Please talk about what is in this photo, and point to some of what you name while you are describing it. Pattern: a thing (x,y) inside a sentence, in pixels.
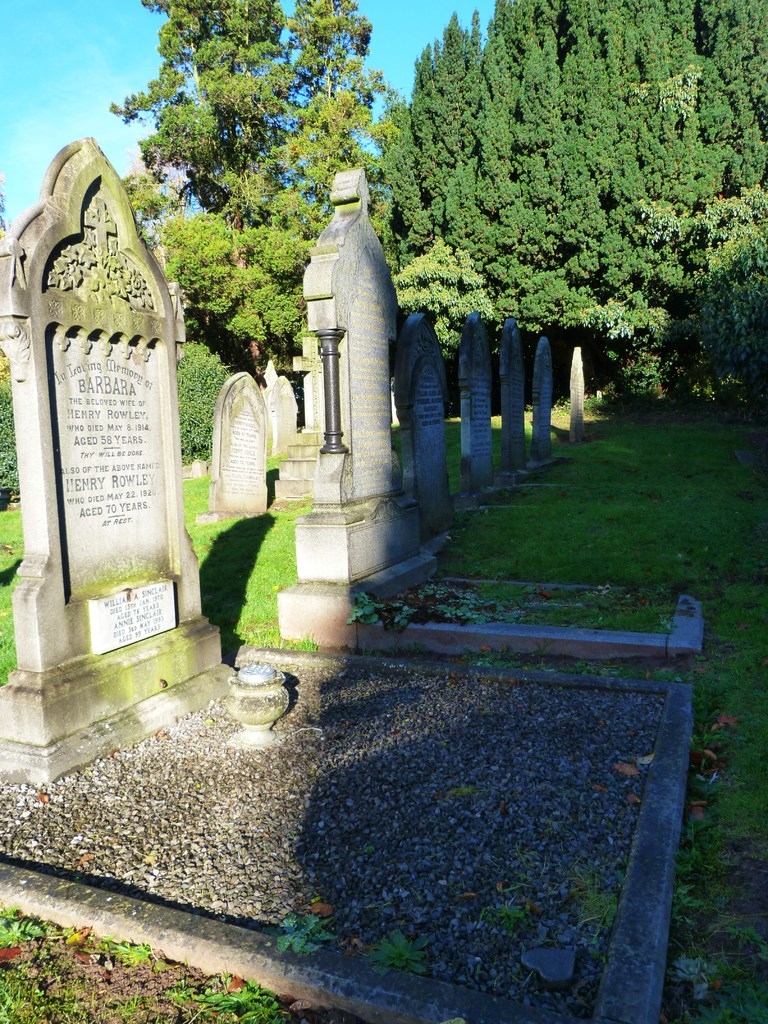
In this picture we can see memorials (487,429), at the bottom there is grass (679,516), we can see trees (596,152) in the background (650,147), there is the sky (42,105) at the left top of the picture (75,67).
